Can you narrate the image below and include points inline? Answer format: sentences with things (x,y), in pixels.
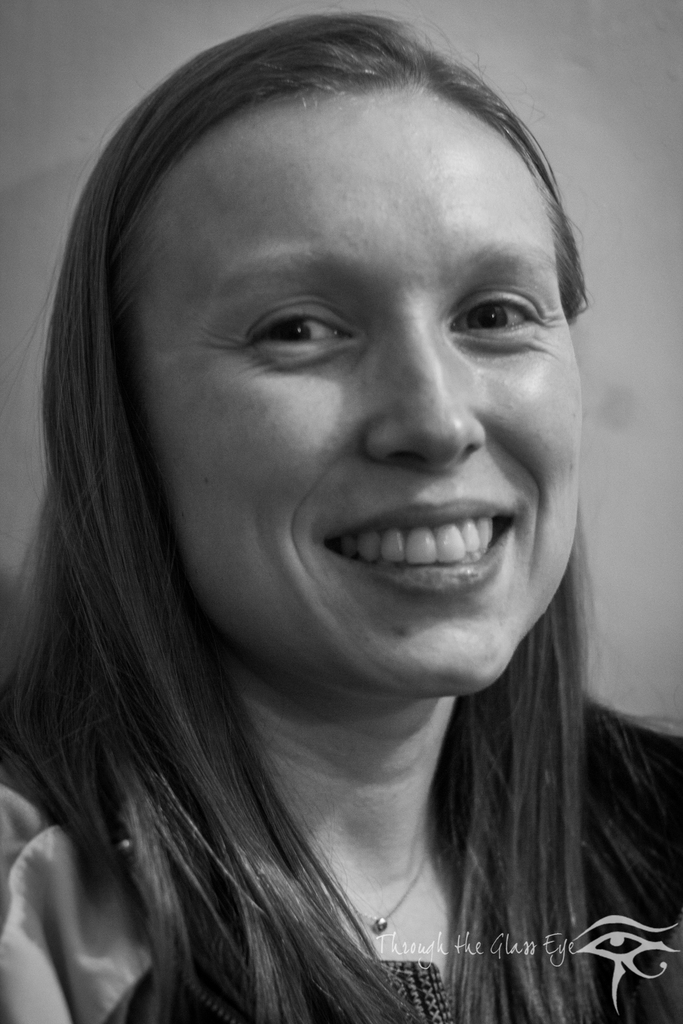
This is a black and white picture of a woman (267,659) smiling and behind her its a wall (662,503).
